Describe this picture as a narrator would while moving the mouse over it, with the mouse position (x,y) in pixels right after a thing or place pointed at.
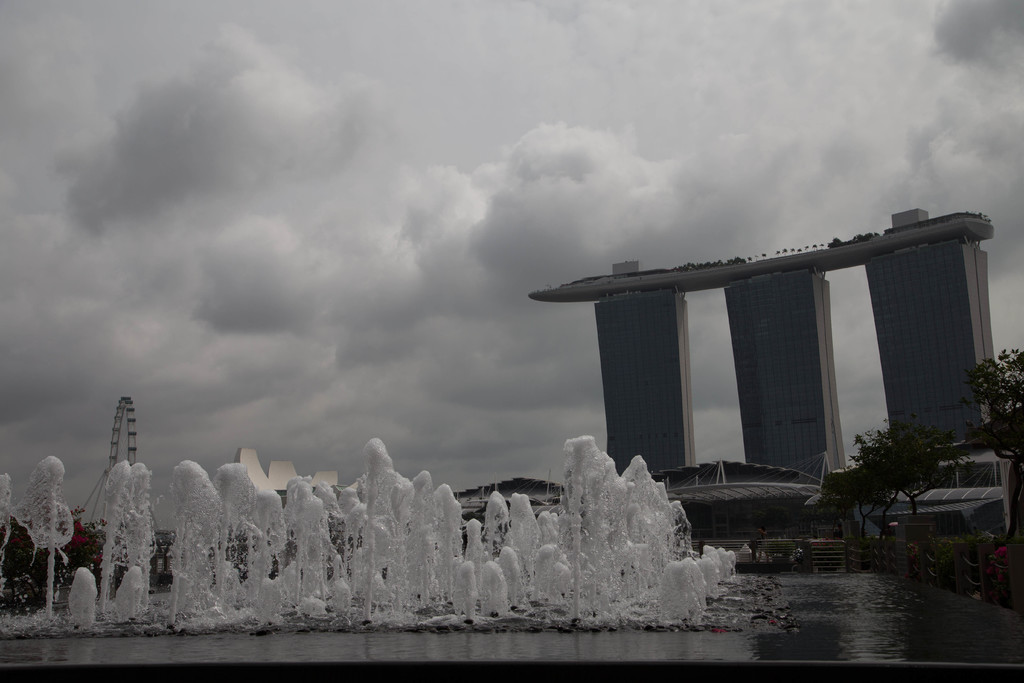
On the left side of the image (236,566) there is a fountain (368,569). On the right side of the image (691,437) there is building (621,458). In the background (451,217) there is a sky (531,165).
